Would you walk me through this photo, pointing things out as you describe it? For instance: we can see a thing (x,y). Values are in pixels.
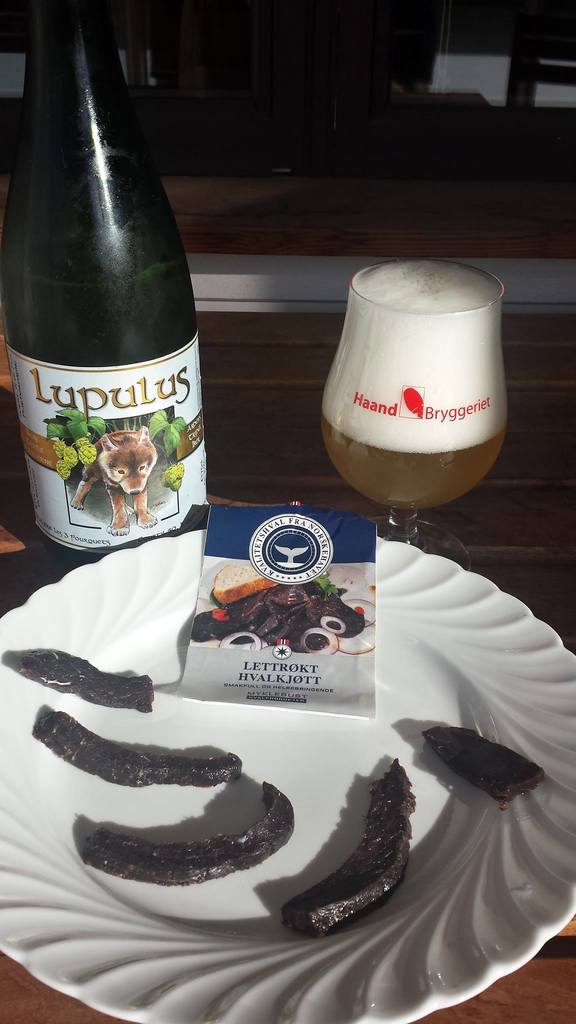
In this image there is a food (332,877) on the plate (415,858) which is in the center (198,543). On the top of the plate (186,545) there is a bottle (107,388) with some text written on it and there is a glass (456,408) with some text (416,413) on it.
